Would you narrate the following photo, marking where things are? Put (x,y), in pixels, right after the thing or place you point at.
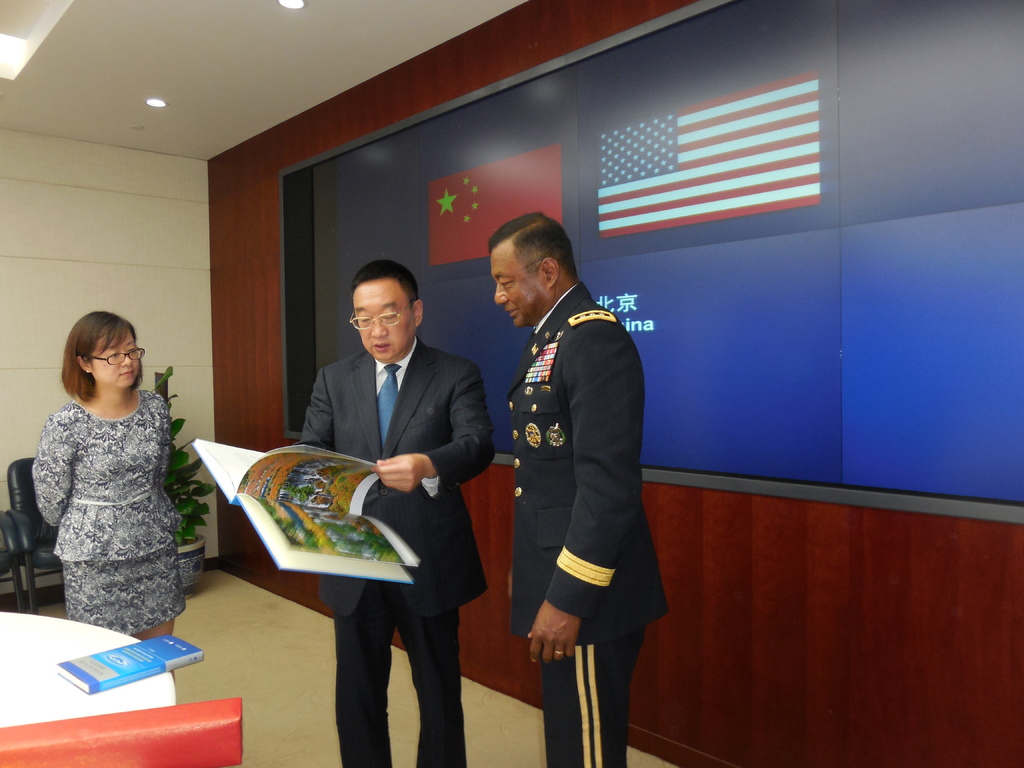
In the center of the image (404,485) there is a person (393,466) holding the book (256,496). Beside him there are two people (543,491) standing on the floor (250,626). In front of them there is a table (54,636). On top of it there is a book (183,643) and there is some object (178,732). On the right side of the image (810,388) there is a display board (743,230). In the background of the image (91,203) there is a wall (120,211). There are chairs (45,546). There is a flower pot (176,455). On top of the image (1,66) there are lights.
